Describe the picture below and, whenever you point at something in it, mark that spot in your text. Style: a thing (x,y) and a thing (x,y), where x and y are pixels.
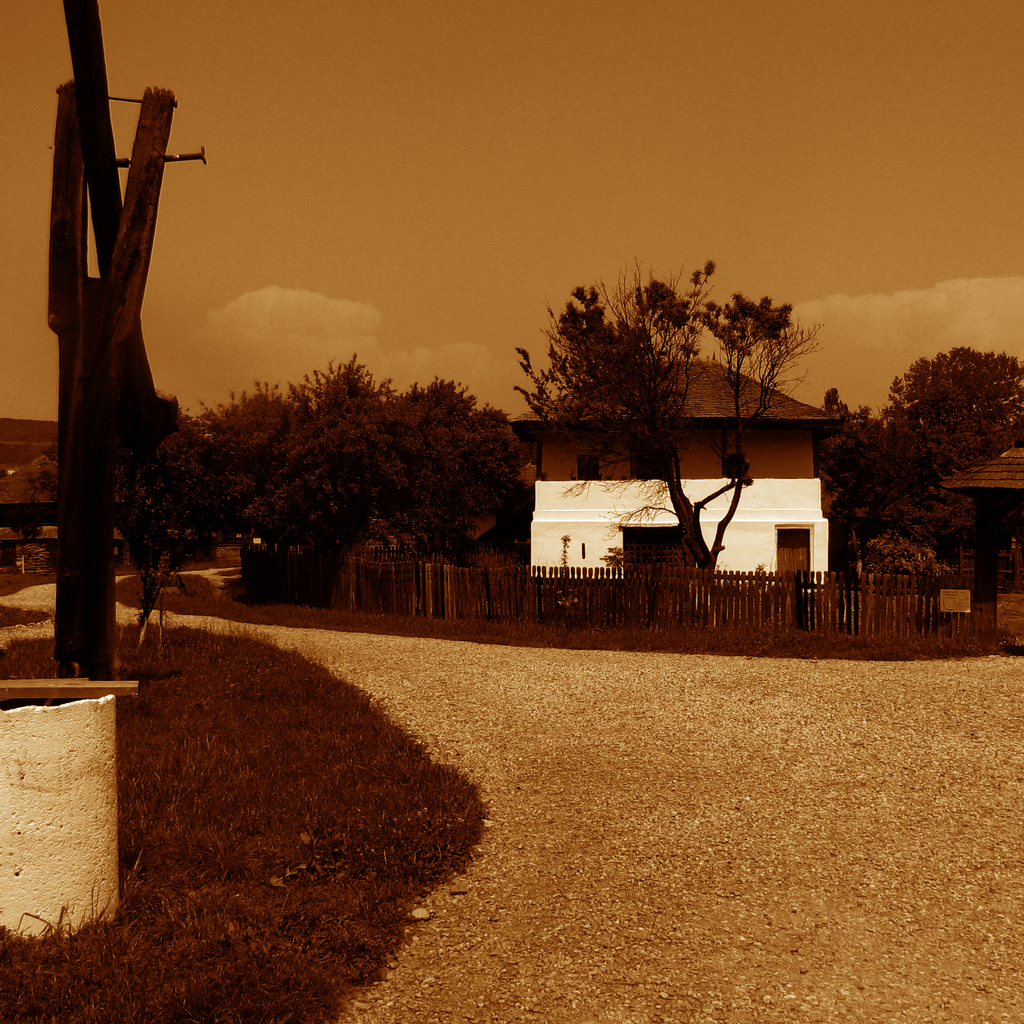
In this image, we can see grass (294,853), walkways (963,1018), houses (709,456), trees (473,530), fencing (641,619), some objects (62,649) and walls (820,545). Background (935,194) there is the sky (468,143).
